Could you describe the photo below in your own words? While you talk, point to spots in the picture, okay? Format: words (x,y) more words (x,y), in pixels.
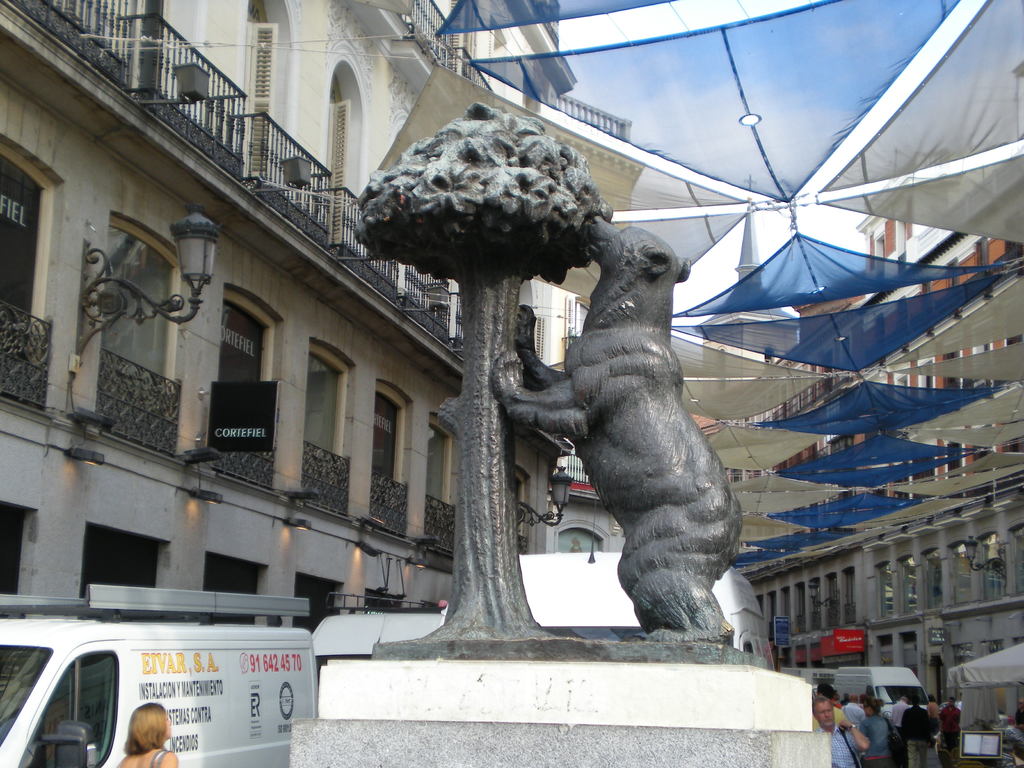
This image is clicked outside. There are tents (764,410) on the right side (813,441). There is a statue (566,195) in the middle (470,418). There is building (279,348) on the left side (290,386). There is light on the left side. There are so many people (873,710) in the bottom right corner (869,743). There are cars (186,678) on the left side (186,665) and right side. There is a woman (151,735) in the bottom left corner (138,752).
